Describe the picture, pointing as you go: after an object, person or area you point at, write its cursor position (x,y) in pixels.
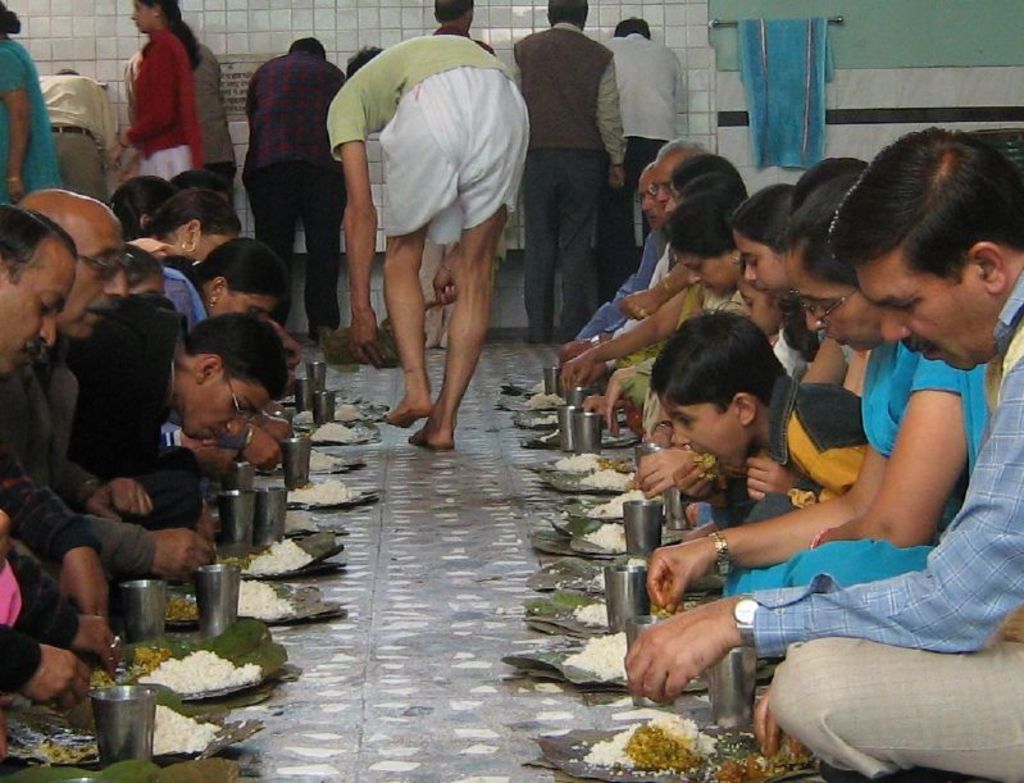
In the image in the center (678,290), we can see group of people (639,406) are sitting and they are having food (605,458). And we can see glasses (268,501), leaves (166,765) and some food items (159,659). In the background (493,52) there is a wall (679,38), hanger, towel (793,128) and few people (617,78) were standing.
